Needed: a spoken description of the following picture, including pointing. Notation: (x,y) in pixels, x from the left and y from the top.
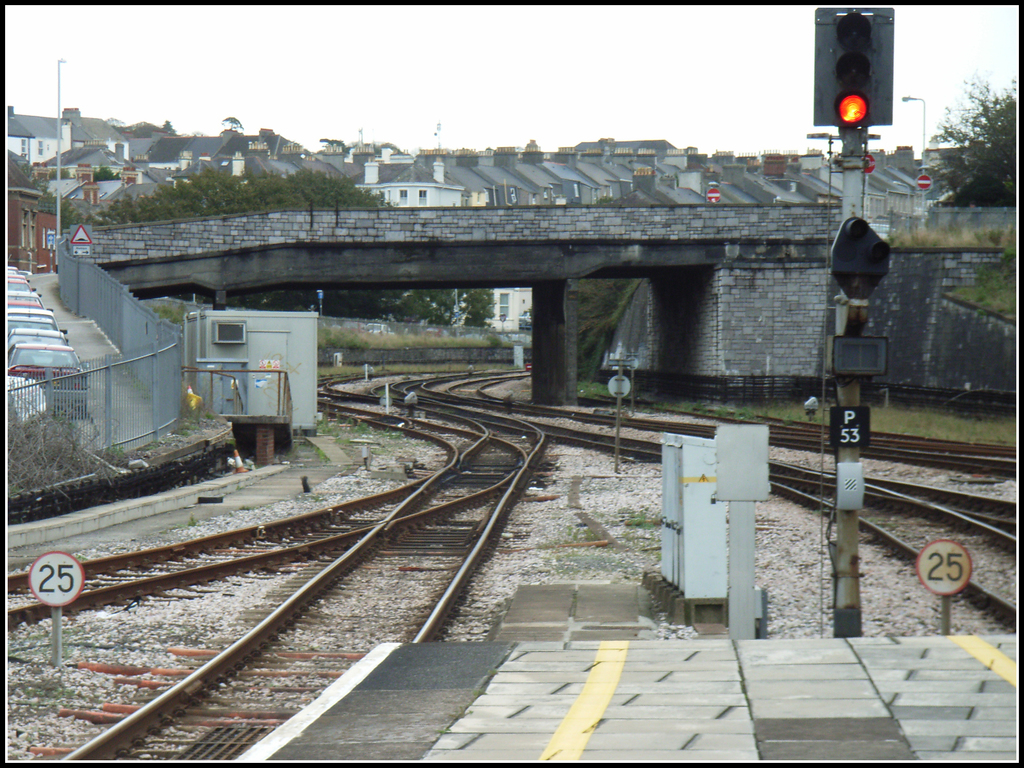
In the center of the image (668,321) we can see bridge (651,336) is there. On the left side of the image (51,343) we can see cars (51,329), poles (59,214), houses (233,168) are there. On the right side of the image (855,193) pole (854,138), traffic light (860,102) are there. At the bottom of the image (584,527) railway track (454,505), ground (759,563) and sign board (935,565) are there. At the top of the image (483,101) sky (513,112) is there.
